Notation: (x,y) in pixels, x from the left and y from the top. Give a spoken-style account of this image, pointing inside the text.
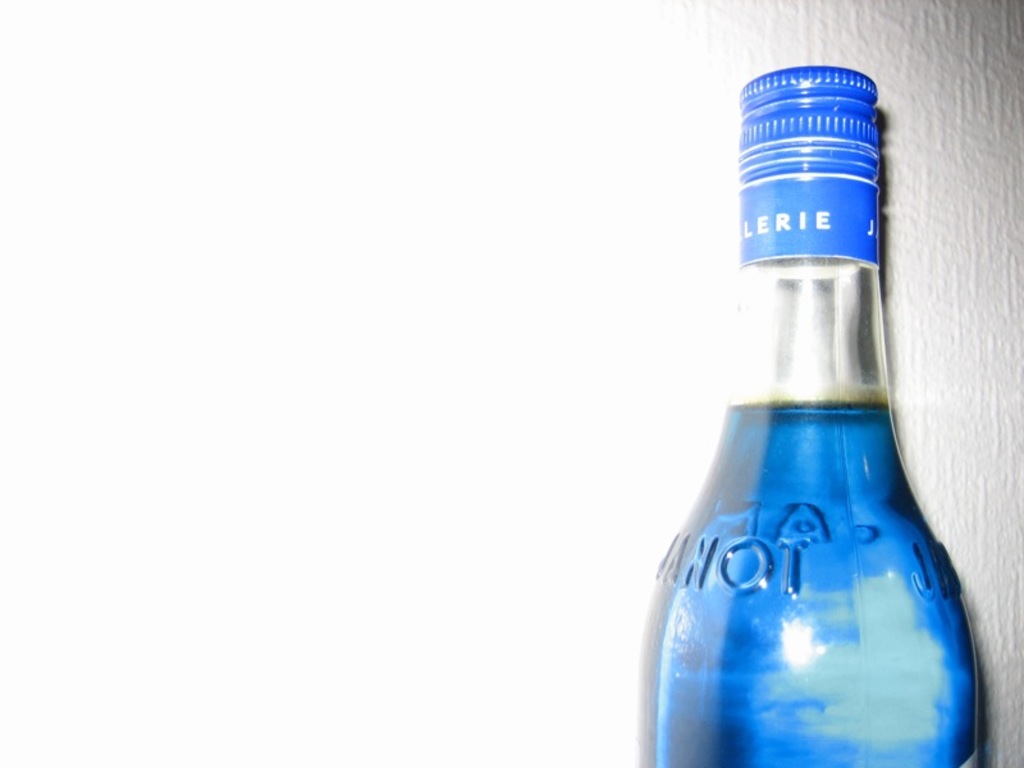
In this image we can see a bottle (755,331) with blue color drink (802,523) in it placed near the wall (929,301).
